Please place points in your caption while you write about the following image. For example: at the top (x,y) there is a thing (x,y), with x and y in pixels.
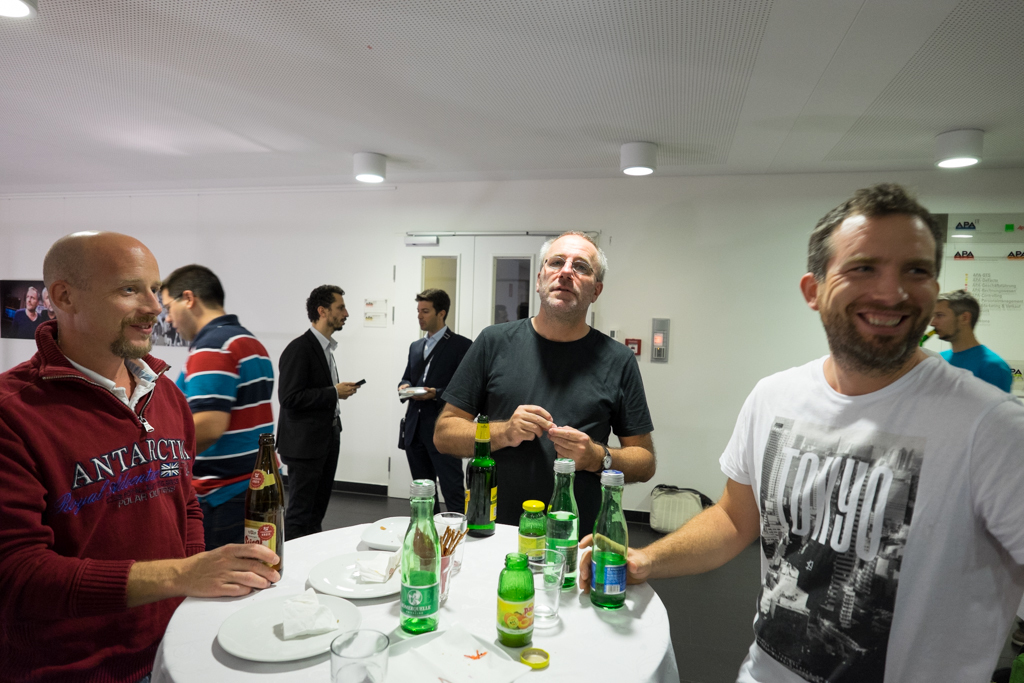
In the image it looks like a party on the table (493,558) there are some food items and the bottles (483,530) around the table (477,575) three men (95,556) standing behind them there are also few other men (293,377) in the background (688,334) there is a white wall (704,305) there is a door (465,252) to the left side (7,313) to the wall (671,243) there is television (14,332) there is also some poster (167,334) to the wall (298,231), to the roof (570,114) there are few lights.
